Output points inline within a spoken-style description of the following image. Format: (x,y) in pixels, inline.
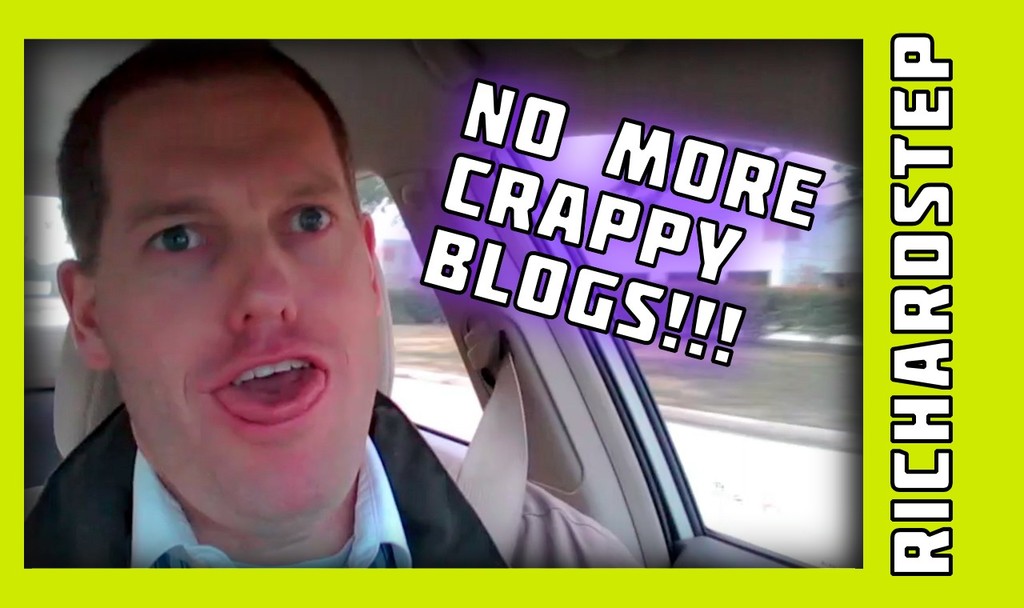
This is an edited picture. I can see a man (117,331) sitting inside a vehicle (655,74), there are plants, there is a building (745,255) and there are watermarks (720,195) on the image.
